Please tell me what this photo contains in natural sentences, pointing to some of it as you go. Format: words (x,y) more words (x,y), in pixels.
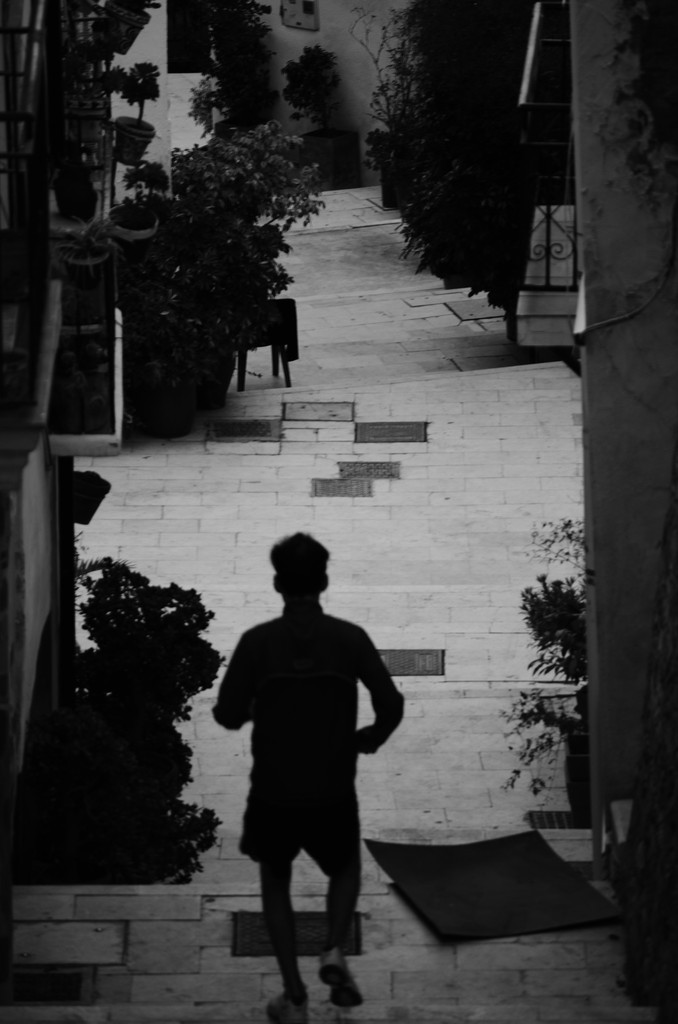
In this image a person (294,723) is walking on the street (494,691). On both sides there are plants (474,211), trees (464,209), buildings (536,236).
